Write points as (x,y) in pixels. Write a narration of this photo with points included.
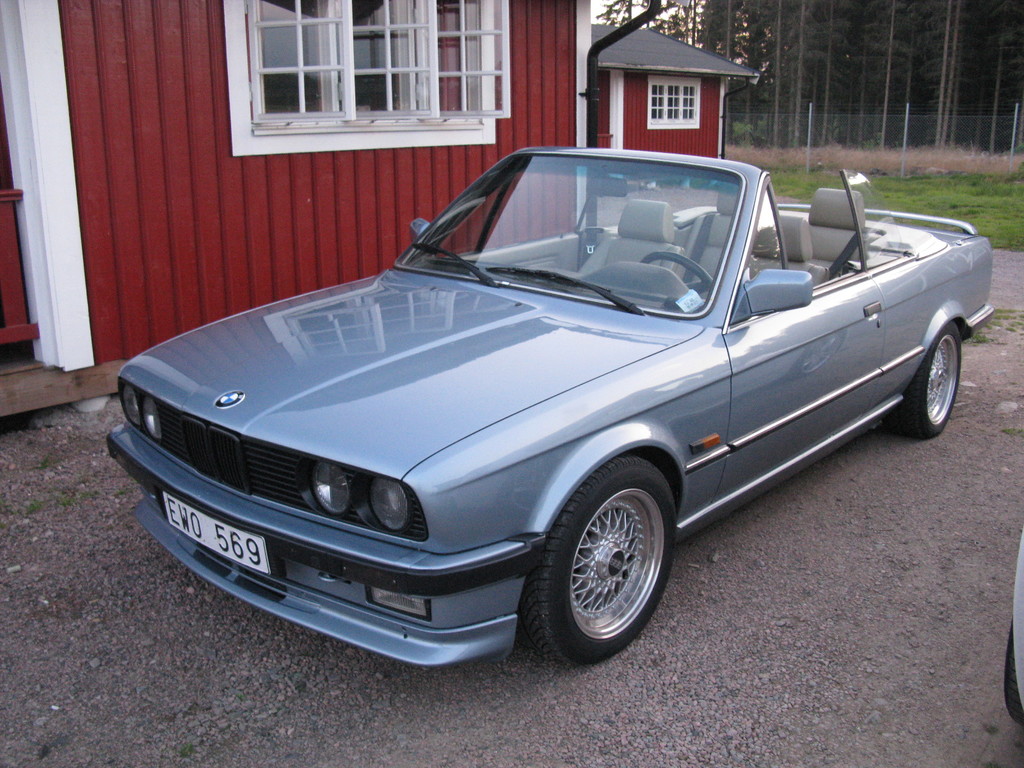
In the foreground of this image (446,511), there is a car (497,500) on the ground (606,686). Behind it, there is a house (370,196). In the background (852,142), there is fencing (974,130), grass (943,201) and trees (857,61).
